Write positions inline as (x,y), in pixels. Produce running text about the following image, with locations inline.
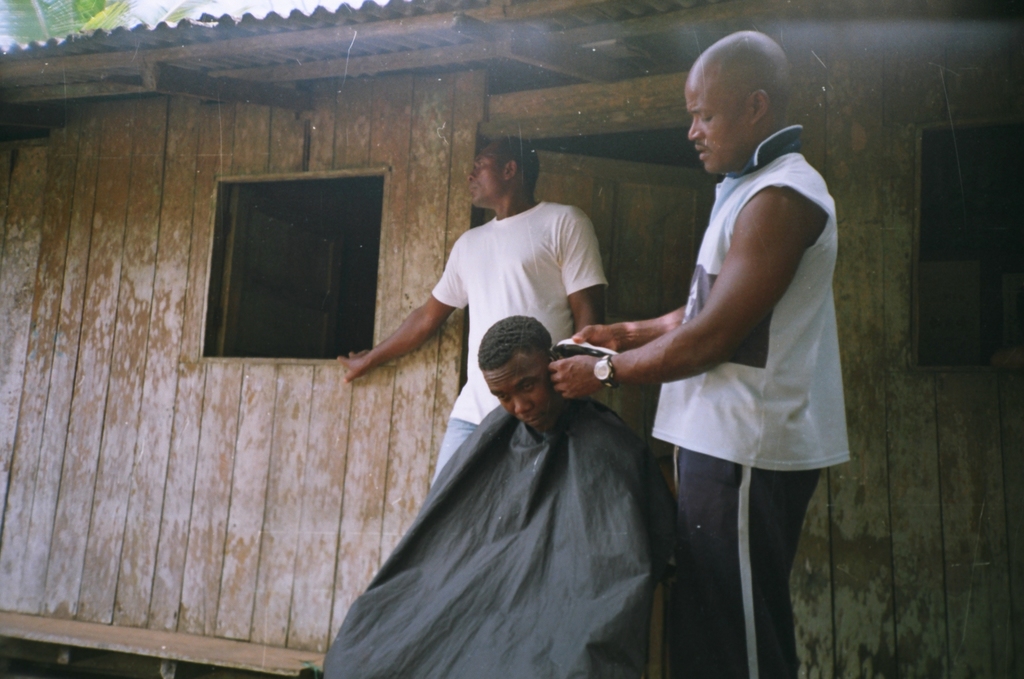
In this image there are two persons (530,272) standing, one of them is holding a trimmer (604,350) in his hand (557,375) and it is near to the other person (536,356) sitting on the chair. In the background (405,407) there is a wooden house (182,213) and at the top left side of the image (56,21) there is a tree (45,14).
